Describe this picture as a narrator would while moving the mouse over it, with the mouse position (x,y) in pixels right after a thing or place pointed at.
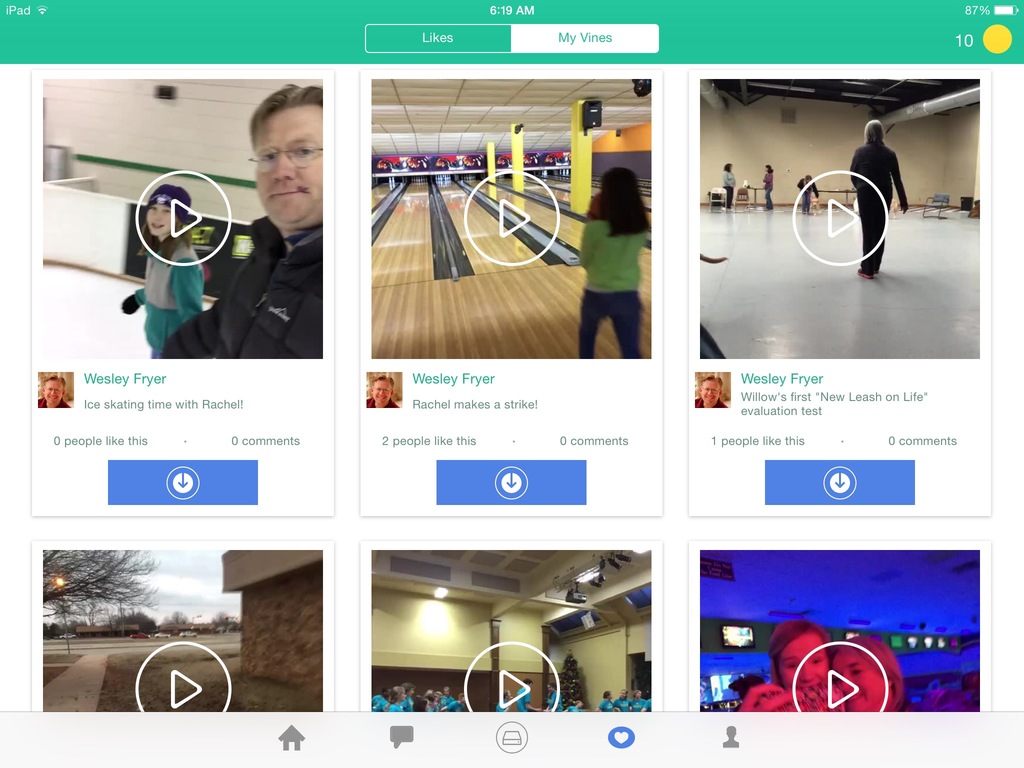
In this image we can see that there are screenshot images (462,243) of videos. In this image there are six small images (467,640) which are arranged one beside the other. On the left side (320,244) there is a man (259,205). At the bottom (139,661) there is a ground (109,649).
